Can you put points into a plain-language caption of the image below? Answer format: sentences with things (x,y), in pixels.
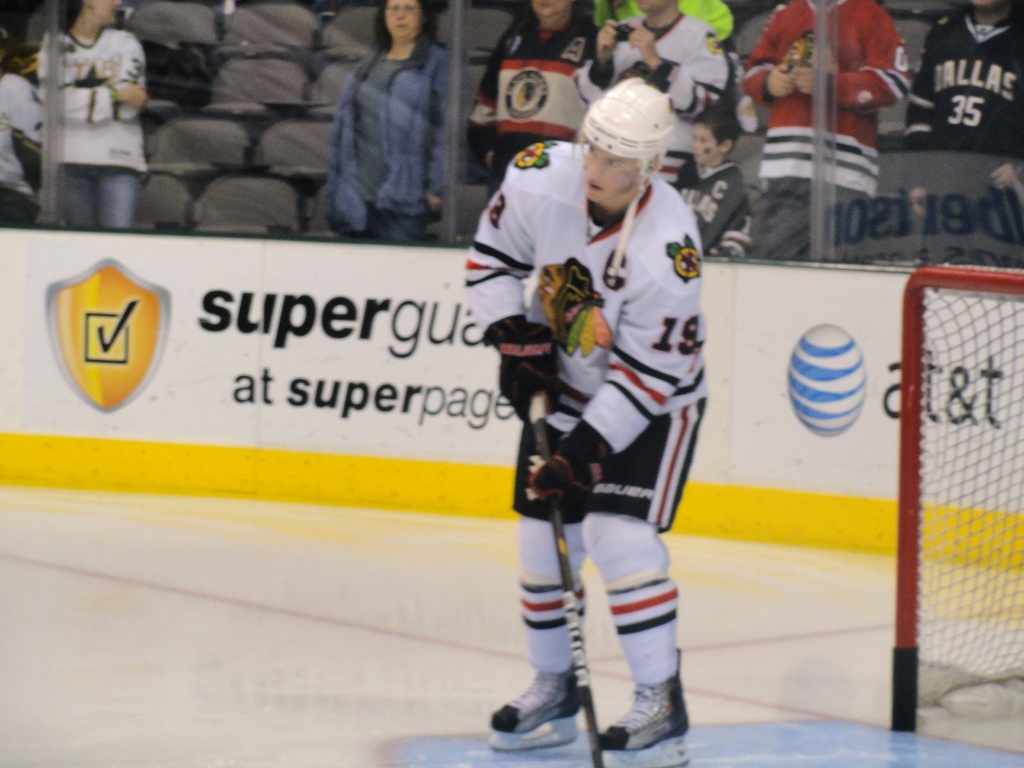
This picture looks like a stadium (560,453), in this image we can see a person (623,462) holding a hockey stick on the ground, behind them, we can see a board (846,314) with some text (951,375) and images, also we can see a net (969,390), in the background (331,125) we can see some chairs (319,143), poles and people (361,125).
